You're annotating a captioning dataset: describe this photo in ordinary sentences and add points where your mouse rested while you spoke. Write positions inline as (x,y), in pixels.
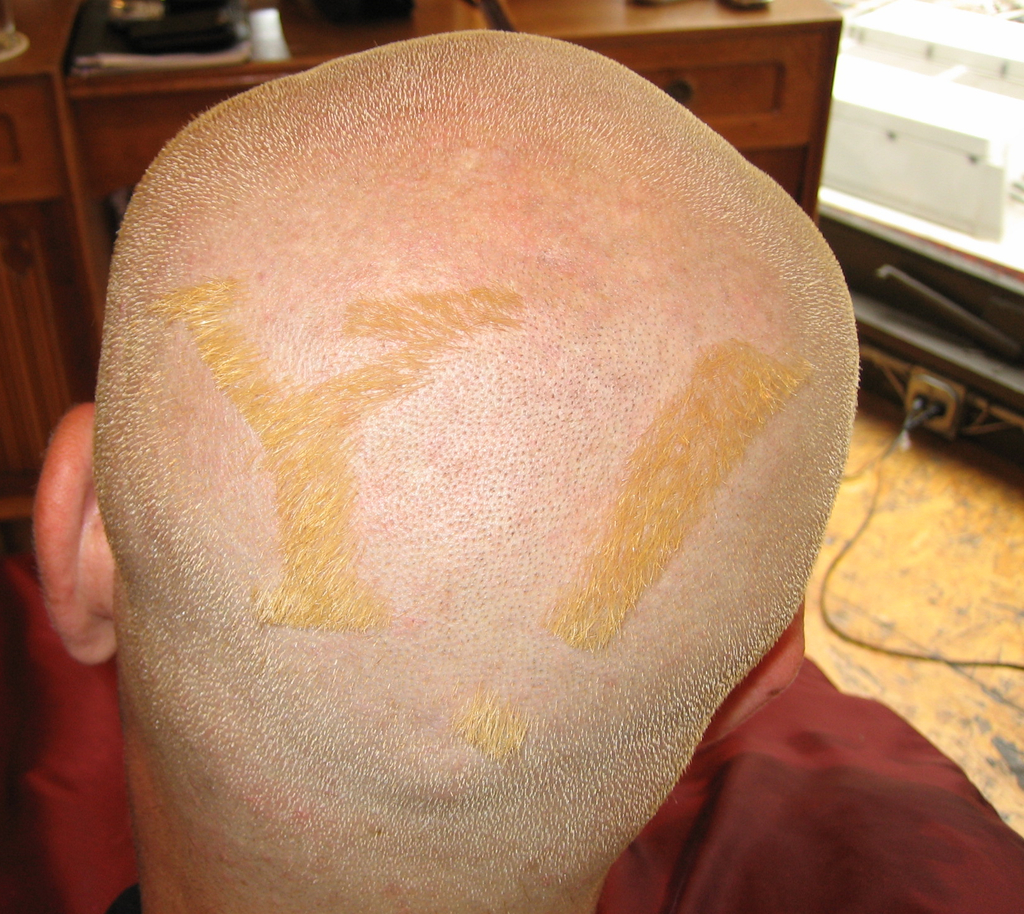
In this image there is a person (664,523). Before him there is a cabinet (356,37) having few objects (253,20) on it. Right side (1007,358) there are few objects (997,61) on the floor (943,562).
